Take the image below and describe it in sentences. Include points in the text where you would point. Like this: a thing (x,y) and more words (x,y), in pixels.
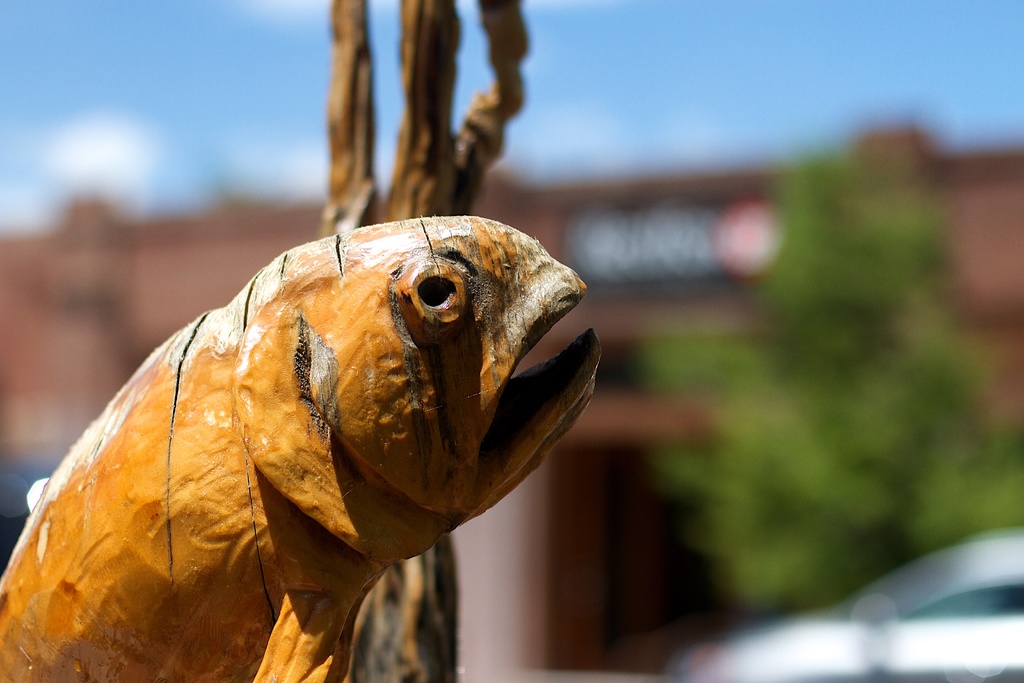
In the center of the image (354,425) we can see the fish (310,494), which is made by the wooden block (417,323). Beside fish (444,220), we can see an object (398,190). In the background (568,190), we can see it is blurred.
